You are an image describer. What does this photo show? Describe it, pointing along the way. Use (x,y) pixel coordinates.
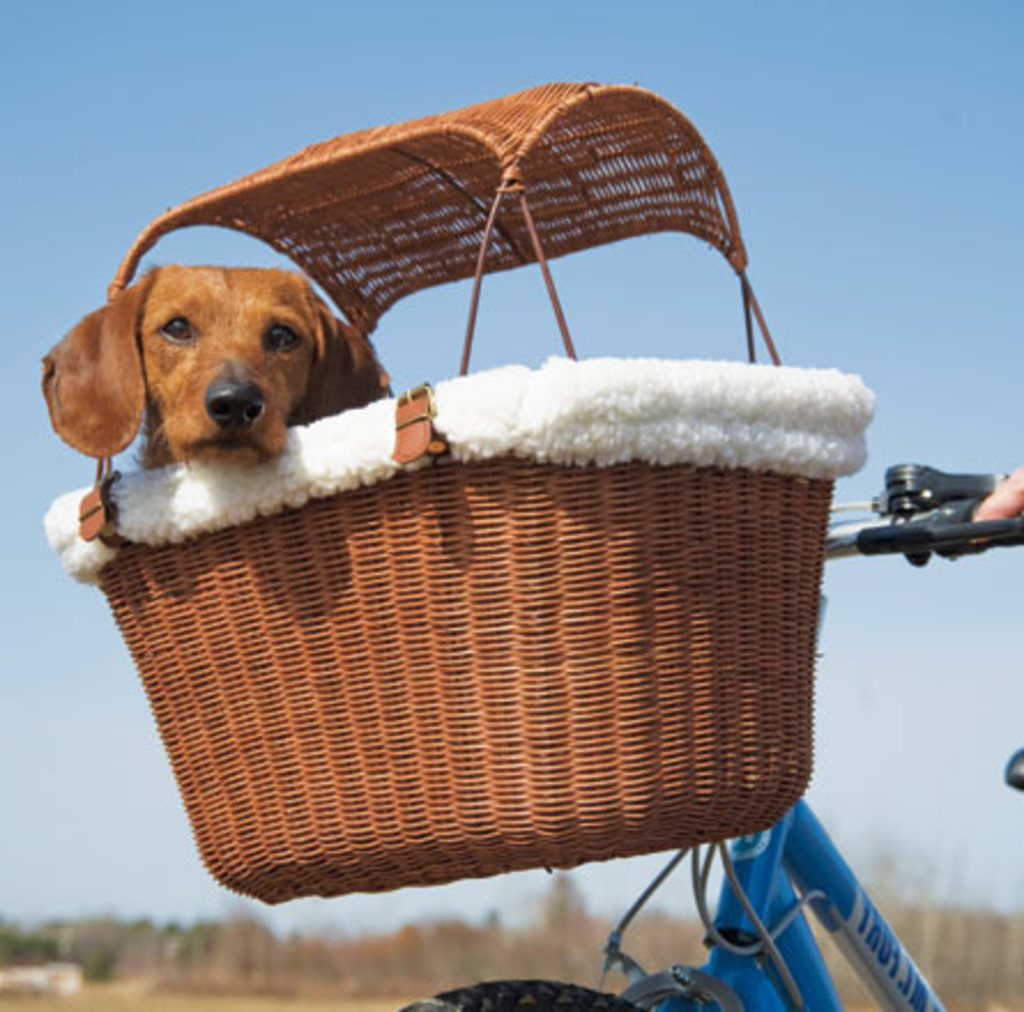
Here I can see a dog (199,352) in a basket (545,552) which is attached to a bicycle (759,889). The background (145,946) is blurred. At the top (871,146) I can see the sky (895,135).
